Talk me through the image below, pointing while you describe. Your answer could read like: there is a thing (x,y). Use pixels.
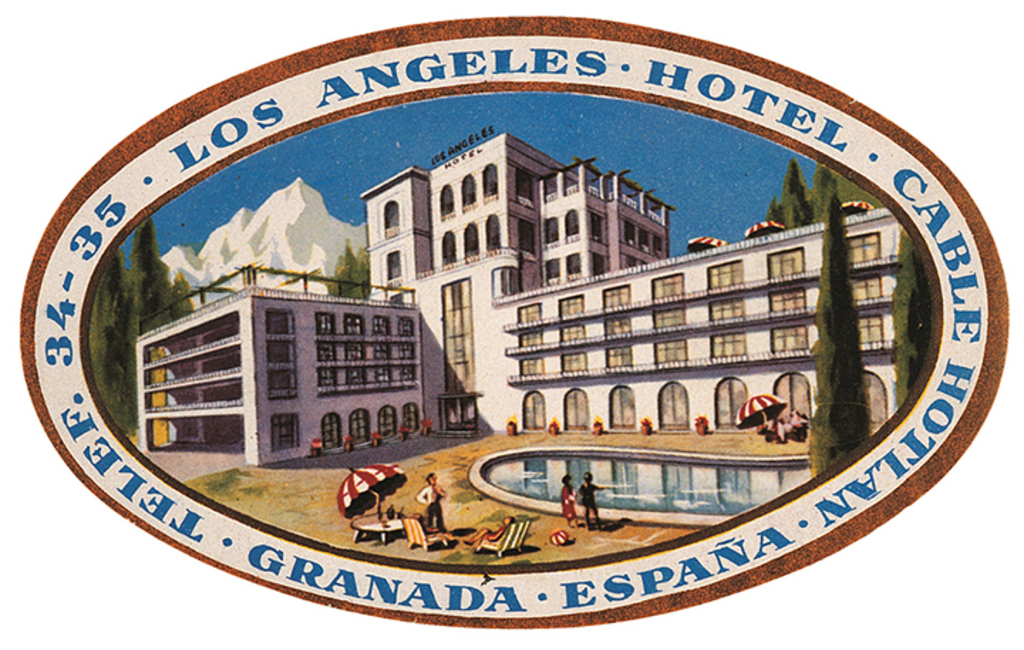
In this picture there is a poster (923,239). In the center (359,415) I can see the cartoon images (569,339) of the building (553,317), trees (167,282), mountain (221,255), snow (221,255), sky (696,195), swimming pool (596,473), person (421,495), umbrella (342,499), table (378,522) and chairs (410,535).
